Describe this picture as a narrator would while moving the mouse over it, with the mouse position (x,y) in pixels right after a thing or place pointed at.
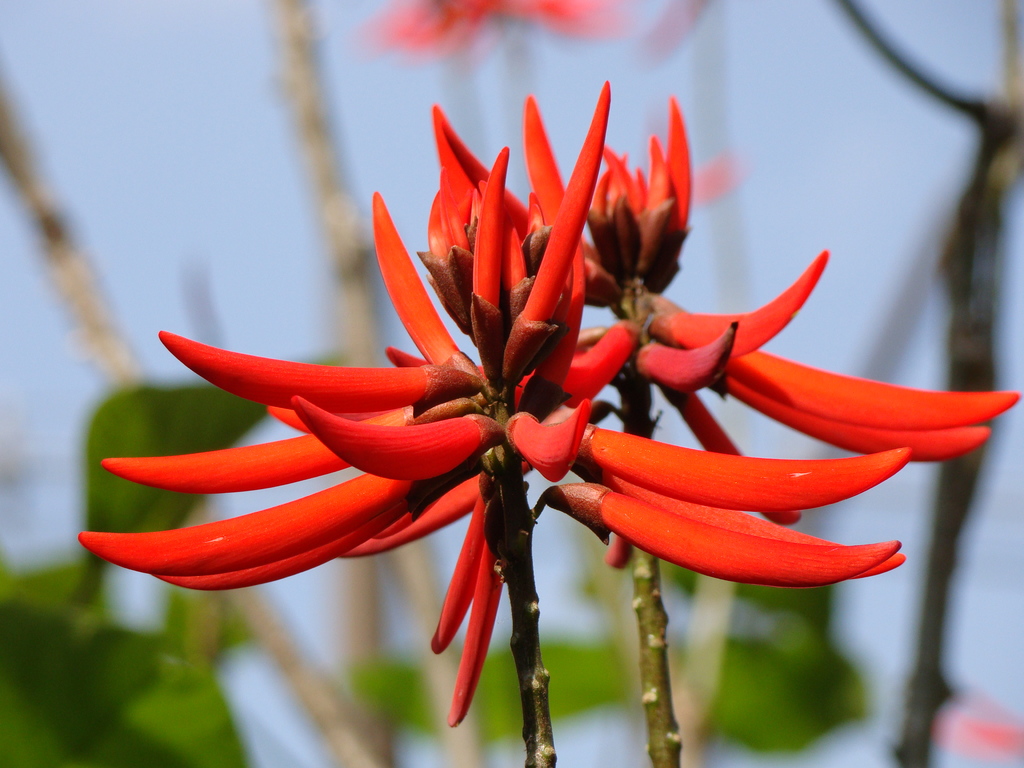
This image consists of flowers (267,377) in red color. In the background (363,695), there are leaves (605,681). At the top (272,133), there is sky (274,181). The background (176,744) is blurred.
